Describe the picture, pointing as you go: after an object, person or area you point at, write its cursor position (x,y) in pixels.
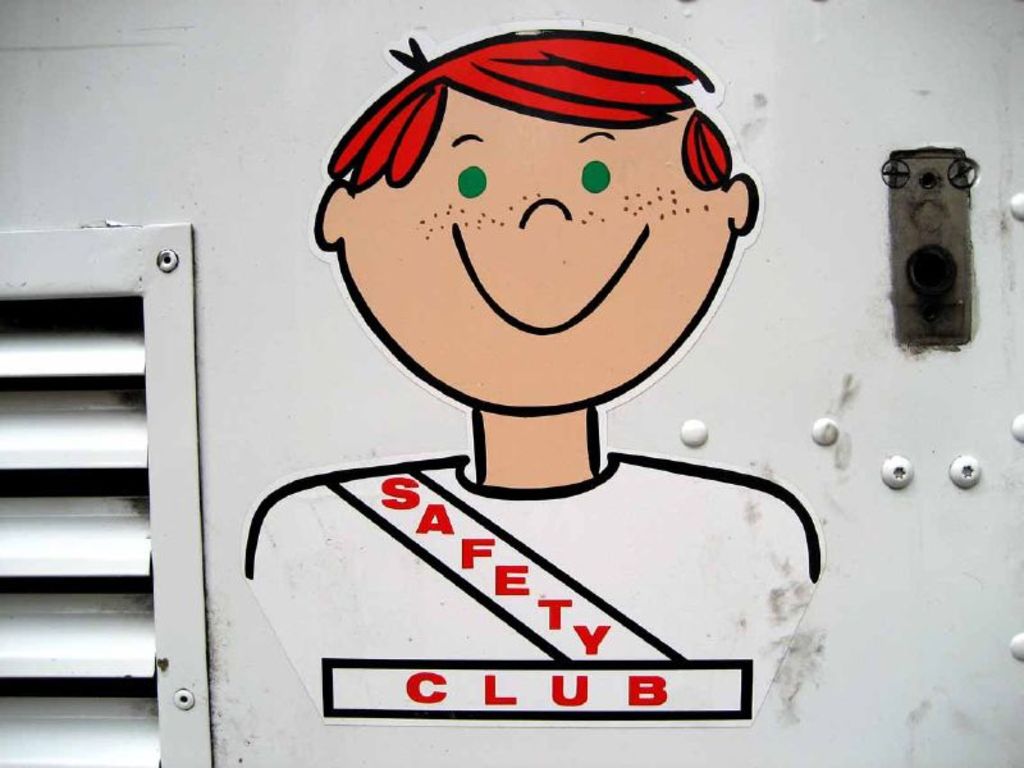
In the picture we can see a wall (813,454) with a window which is white in color and on it we can see a painting (640,528) of a boy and written on it as safety club.
